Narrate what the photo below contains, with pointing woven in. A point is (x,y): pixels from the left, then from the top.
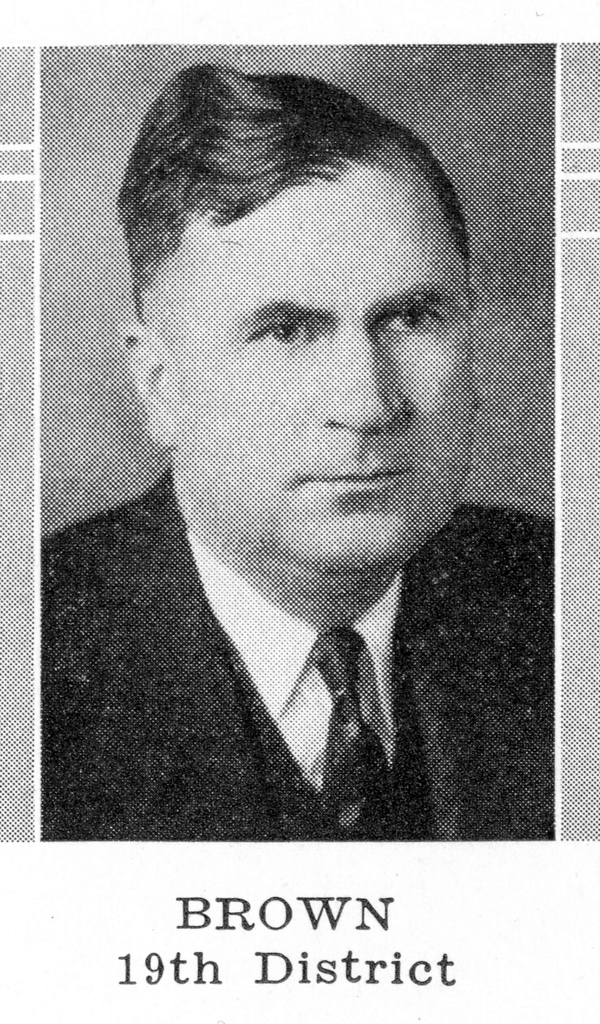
In this image I can see a black and white picture of a person (300,709) who is wearing white shirt (258,632), tie (344,726) and black blazer (127,681) and to the bottom of the image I can see the words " Brown 19th District" written in black color.
